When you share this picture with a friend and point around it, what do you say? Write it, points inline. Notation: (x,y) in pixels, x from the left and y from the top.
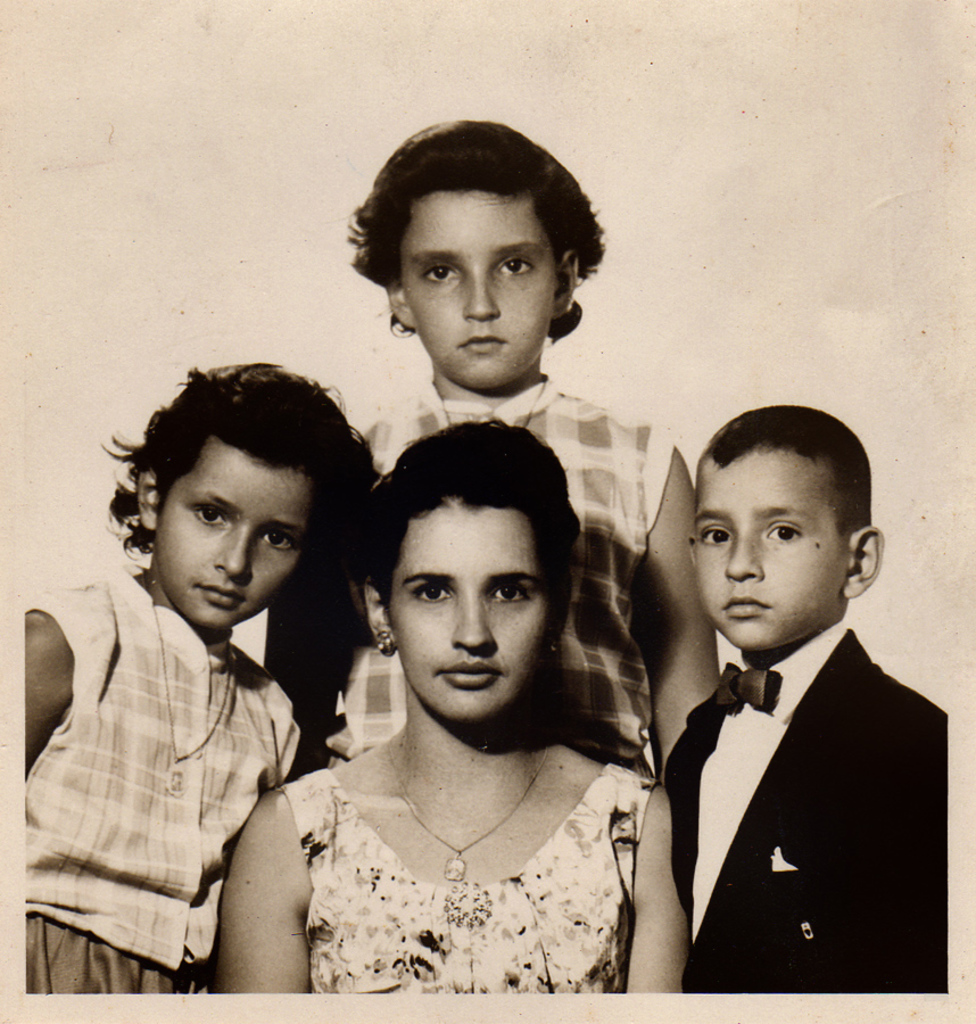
This is a black and white photo and here we can see people (541,517) and one of them is wearing a coat (781,756) and a tie (741,677) and in the background (595,112), there is a wall (710,180).
